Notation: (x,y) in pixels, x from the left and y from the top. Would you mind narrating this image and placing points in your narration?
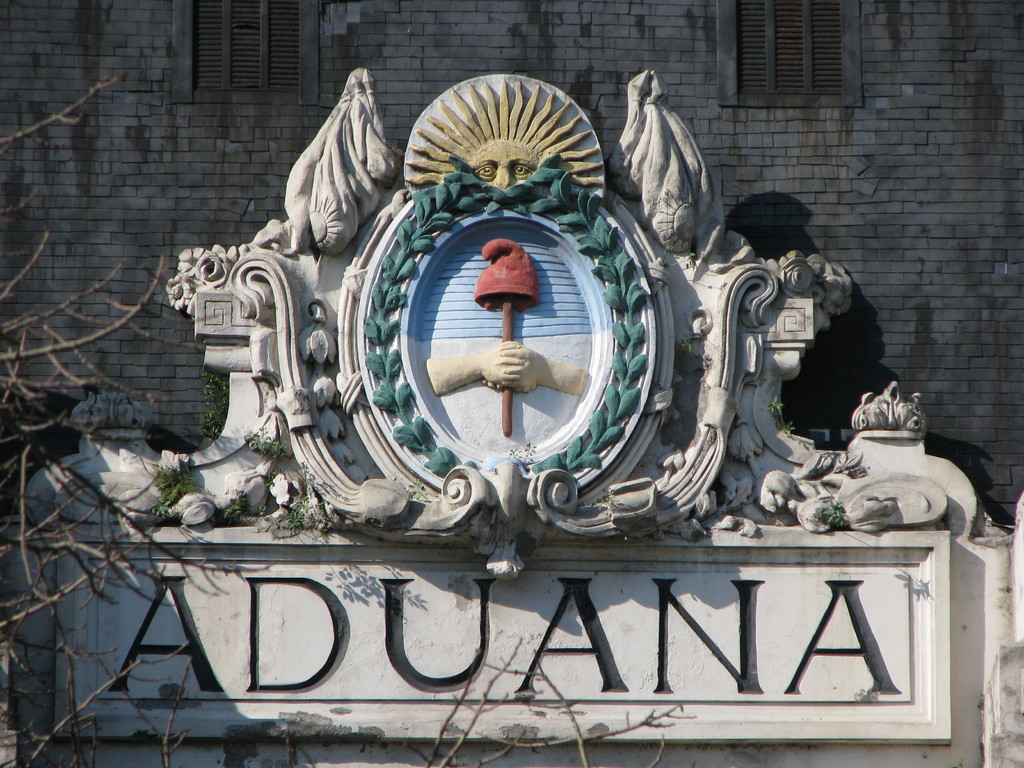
In this image we can see a statue (551,386) and some text (193,636) under it. We can also see some branches (75,558) of a tree (54,537), some plants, a wall (165,419) and windows (215,78).
